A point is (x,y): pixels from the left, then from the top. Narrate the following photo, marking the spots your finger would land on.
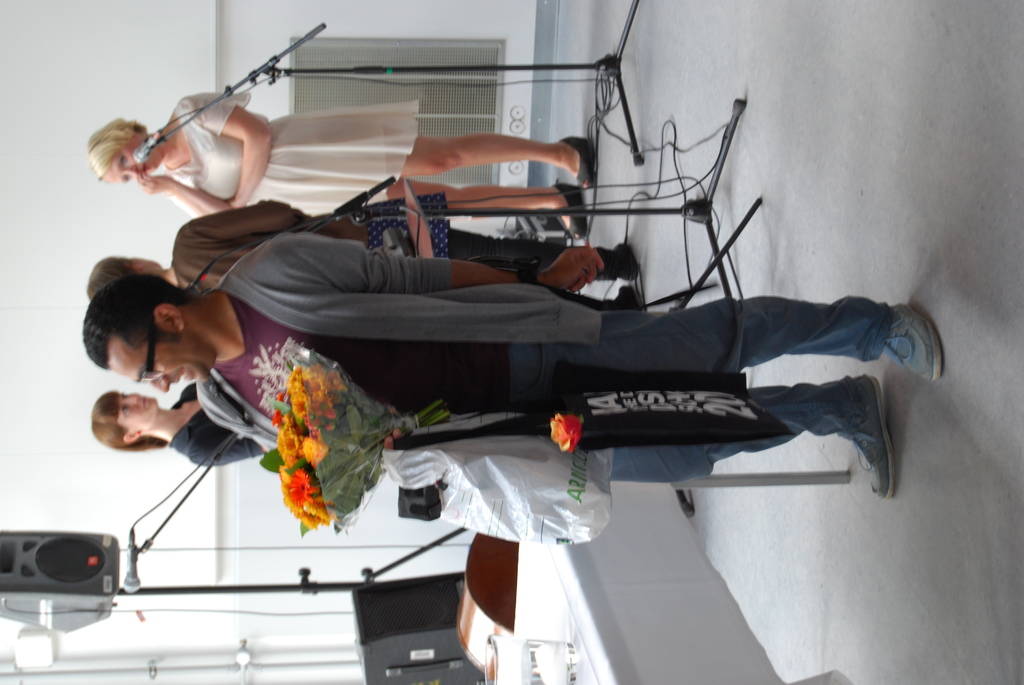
In this image we can see a group of people (383,403) standing. In that a man (236,399) is holding a flower bouquet (342,462). We can also see some mics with stand (624,101) and wires (605,203), a speaker (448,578) with a stand (374,574) and a table (639,603). On the backside (21,341) we can see a wall (41,368).
